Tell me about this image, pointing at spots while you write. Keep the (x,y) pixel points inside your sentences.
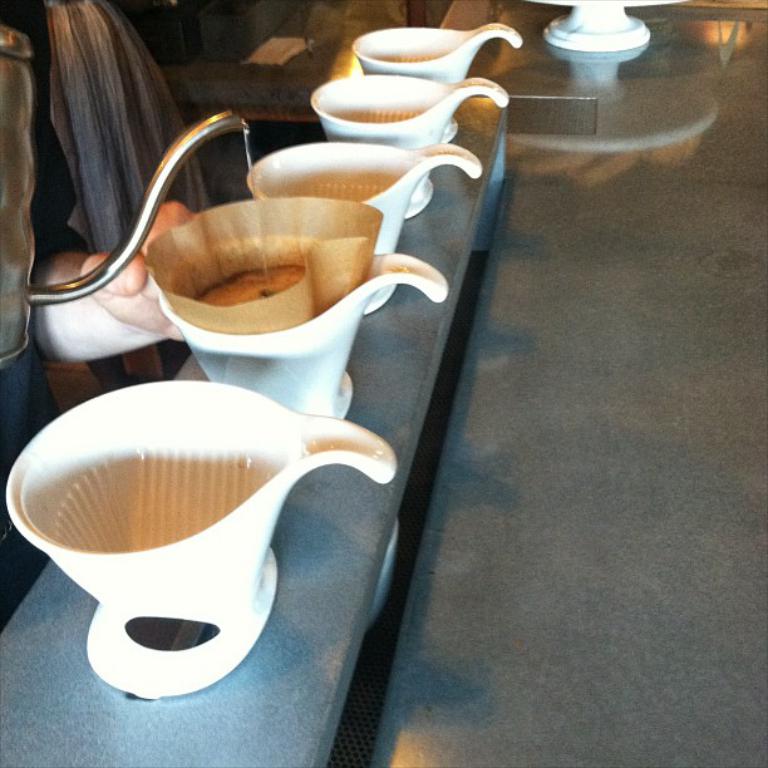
In this image we can see a person (136,313) holding the kettle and pouring the beverage (280,274) into the cups (368,288) that are placed on the tray (293,613) in a row.
